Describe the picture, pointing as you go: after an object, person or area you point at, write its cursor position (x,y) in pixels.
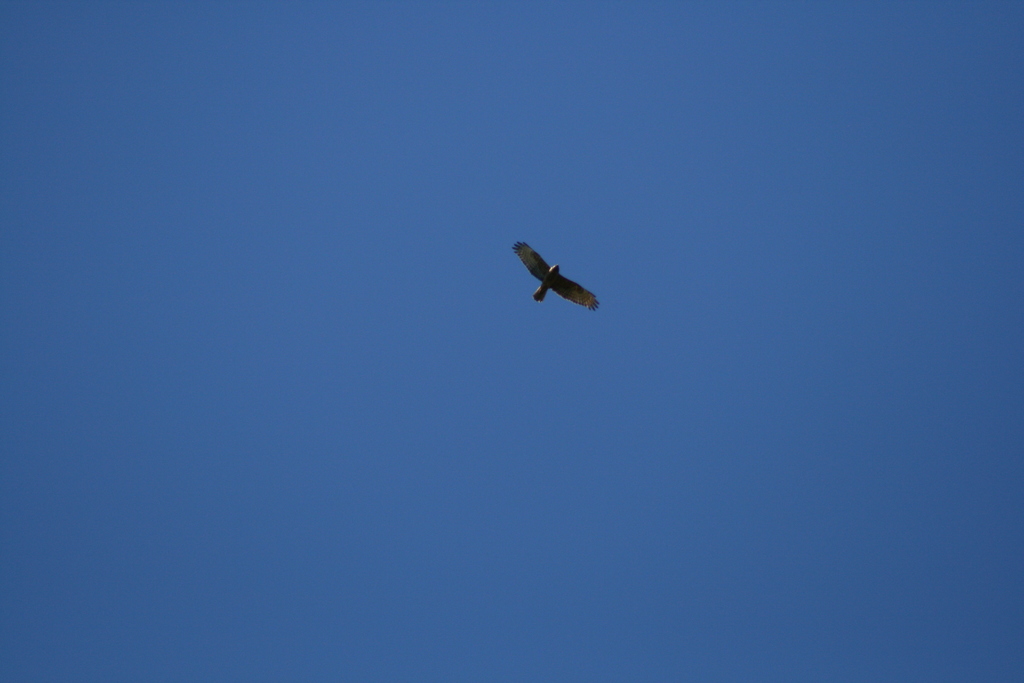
This picture is clicked outside. In the center (521,250) we can see a bird (572,290) flying in the sky (607,310). In the background (457,208) we can see the sky (266,553).
